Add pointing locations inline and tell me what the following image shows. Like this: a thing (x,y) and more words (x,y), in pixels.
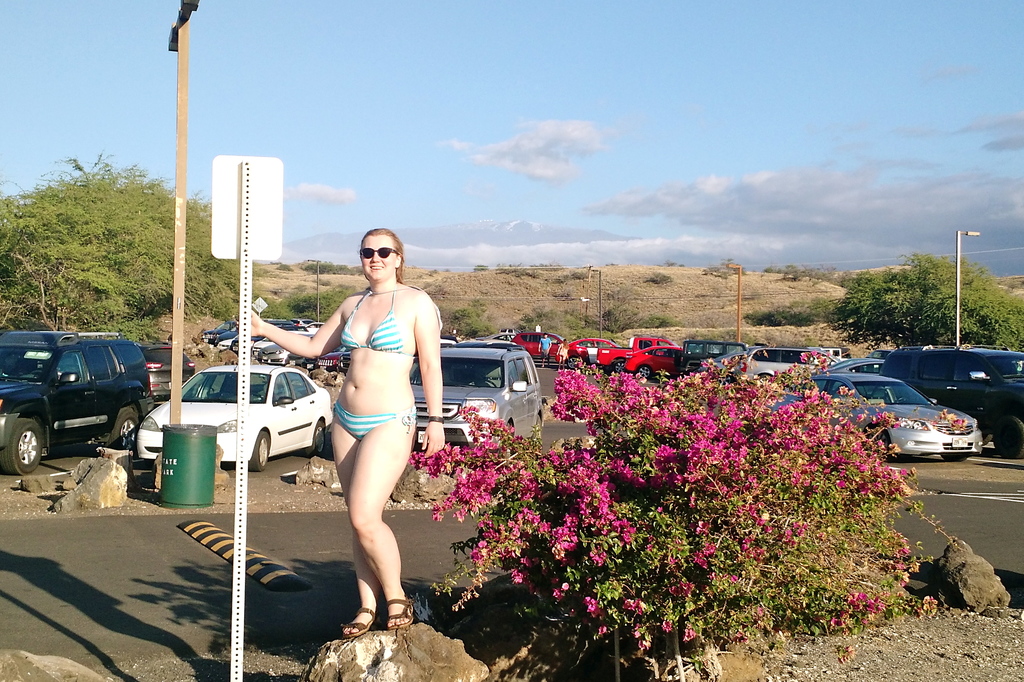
In this image, there are a few people (428,318). Among them, we can see a lady (372,328) standing is holding an object (248,183). We can see some vehicles (186,416) and poles (178,113). We can see the ground (178,671). We can see some plants (676,517) and trees (109,278). We can see the ground (773,335). We can also see a green colored object (189,475). There are a few rocks (399,653).
